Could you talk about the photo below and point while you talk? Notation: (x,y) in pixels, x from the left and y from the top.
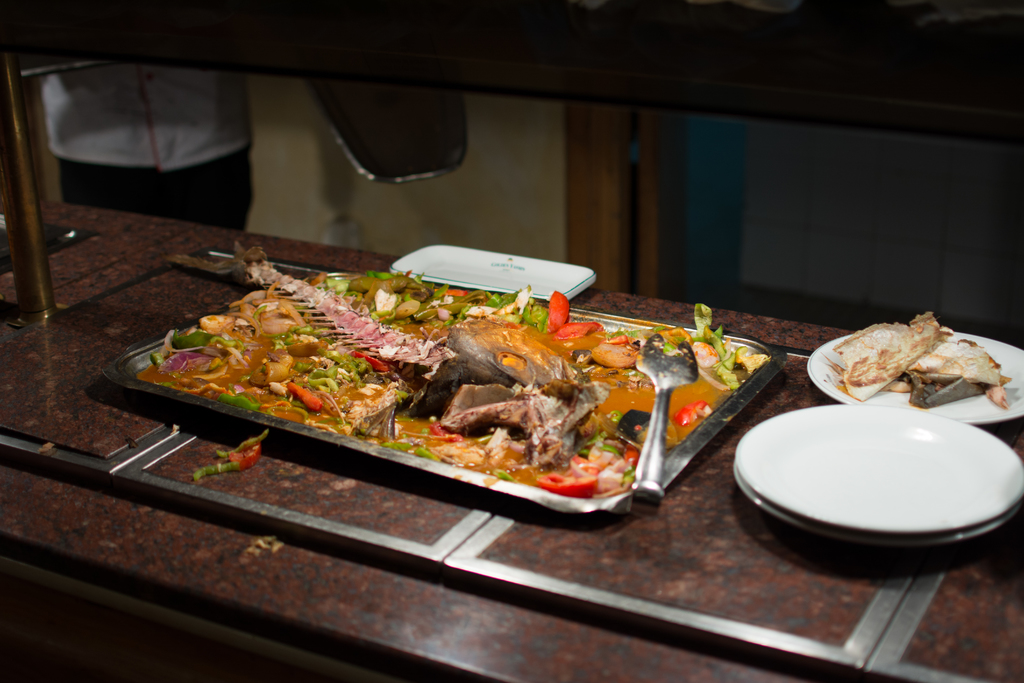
Here in this picture we can see a counter top (78,488), on which we can see a tray (356,444) full of food item (358,377) present on it and we can also see a spoon (664,425) and beside that we can see some plates (860,465) present and we can also see some food (918,382) present on it and on the left side (196,160) we can see a person (173,161) standing.
